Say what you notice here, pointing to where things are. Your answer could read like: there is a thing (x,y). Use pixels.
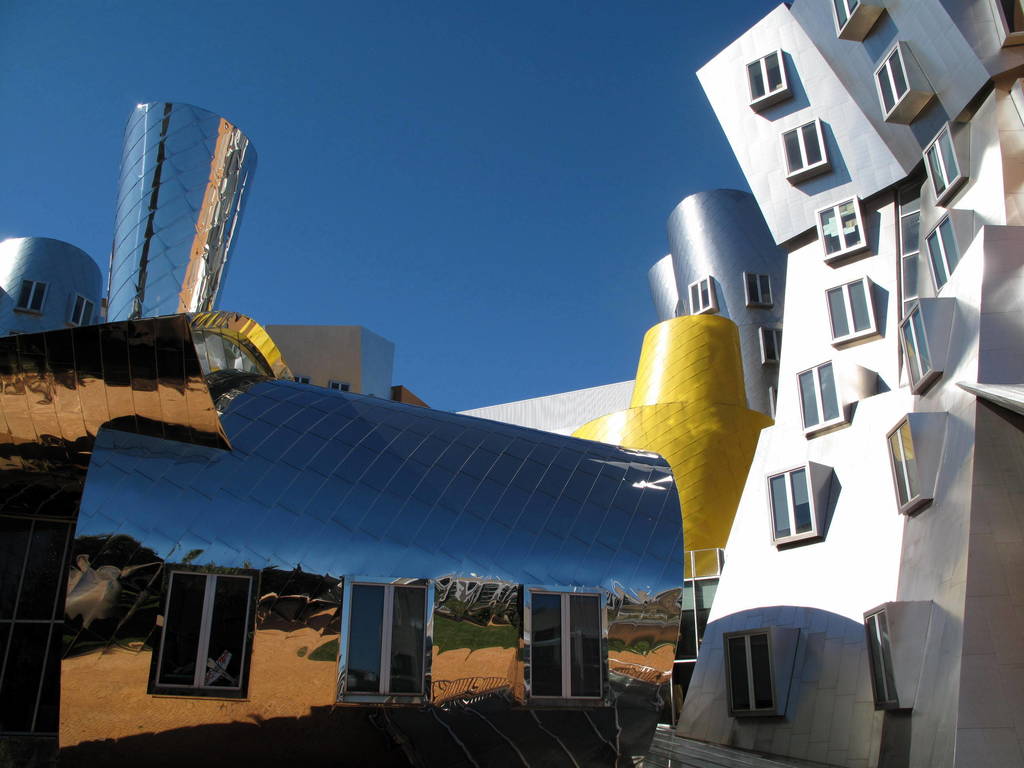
In this image we can see buildings (711,655) and sky (342,147).
